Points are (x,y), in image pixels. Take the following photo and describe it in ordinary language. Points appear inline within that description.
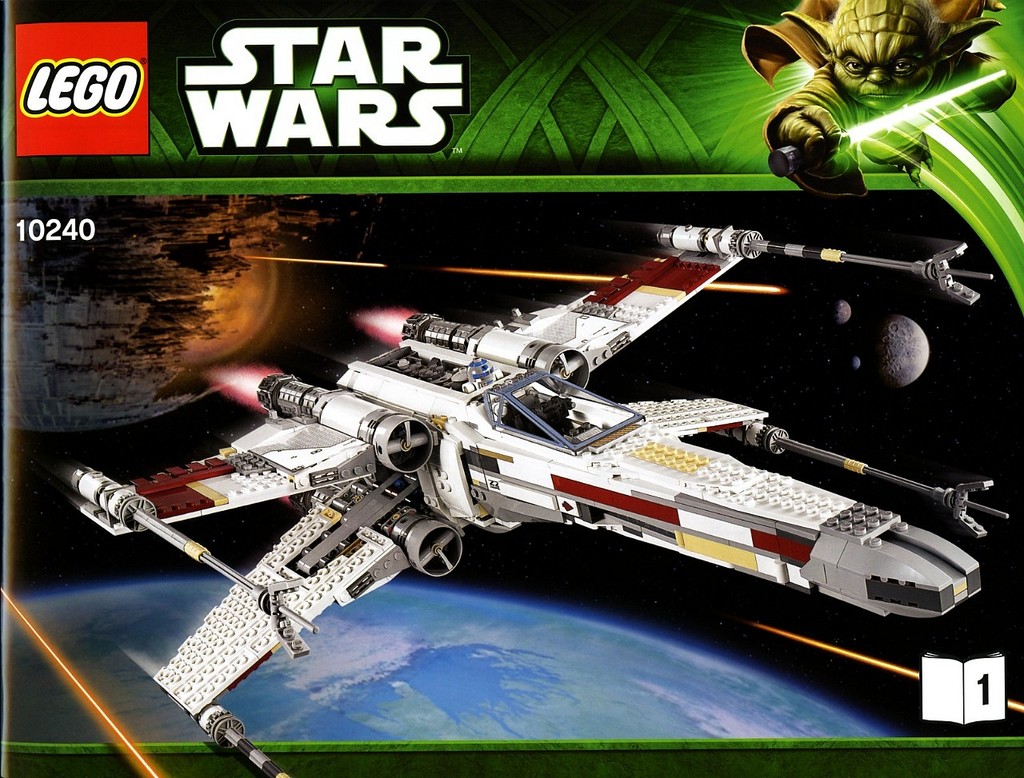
It is an edited image, there is a plane (329,492) and around that plane (492,412) there are some images (157,210) and logos (361,100). It is written as "STAR WARS" above the image.
